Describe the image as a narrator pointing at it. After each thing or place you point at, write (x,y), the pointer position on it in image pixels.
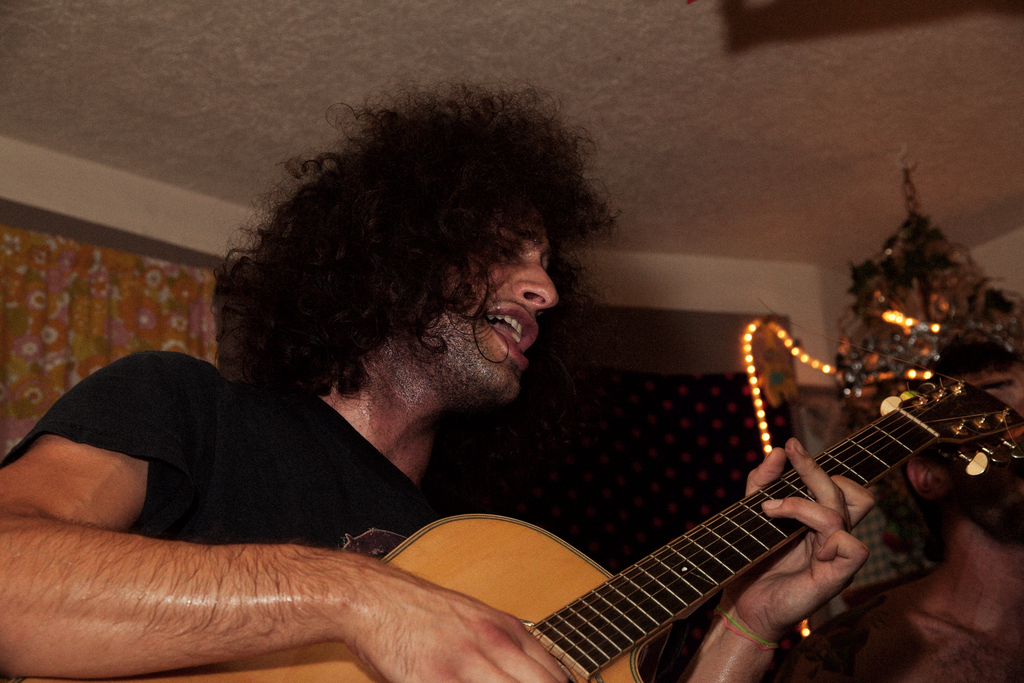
The image is inside the room (526,355). In the image there is a man (229,499) holding a guitar (493,538) and opened his mouth (509,351) for singing. In background (677,430) there is a curtains (637,398), on left side (156,181) to right side (711,301) there is a wall (711,301) which is in white color and roof (605,122) is on top (599,97).
